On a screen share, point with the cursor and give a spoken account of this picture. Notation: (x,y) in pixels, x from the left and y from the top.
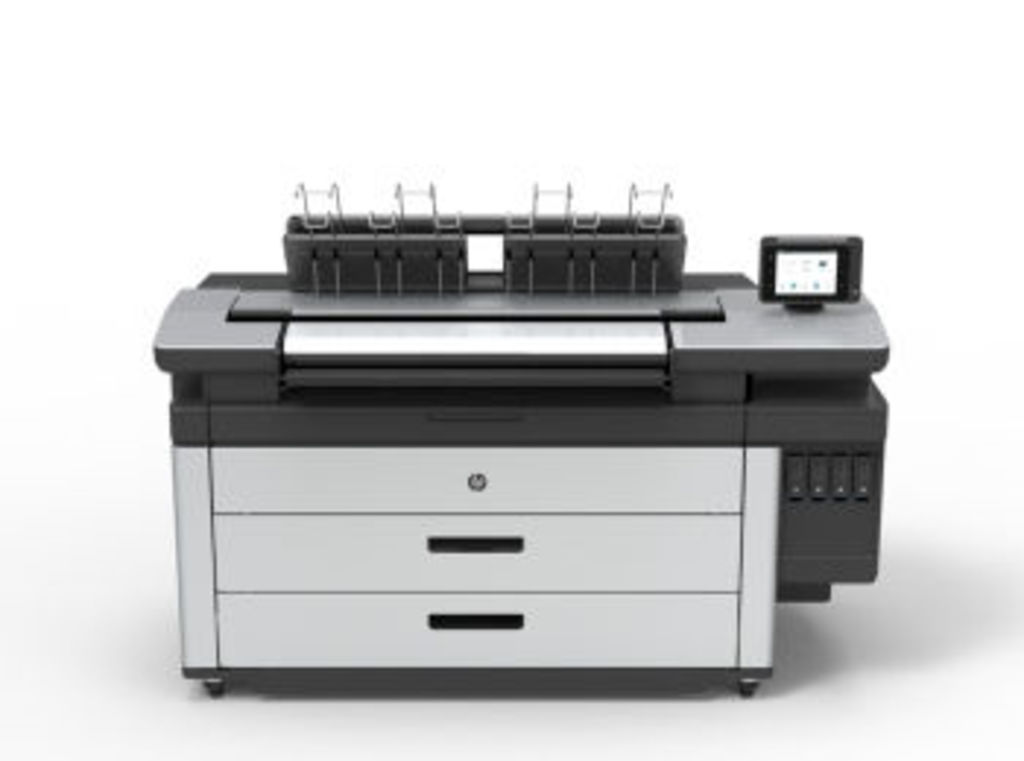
Here we can see a printer (806,502) and there is a white background (838,149).
